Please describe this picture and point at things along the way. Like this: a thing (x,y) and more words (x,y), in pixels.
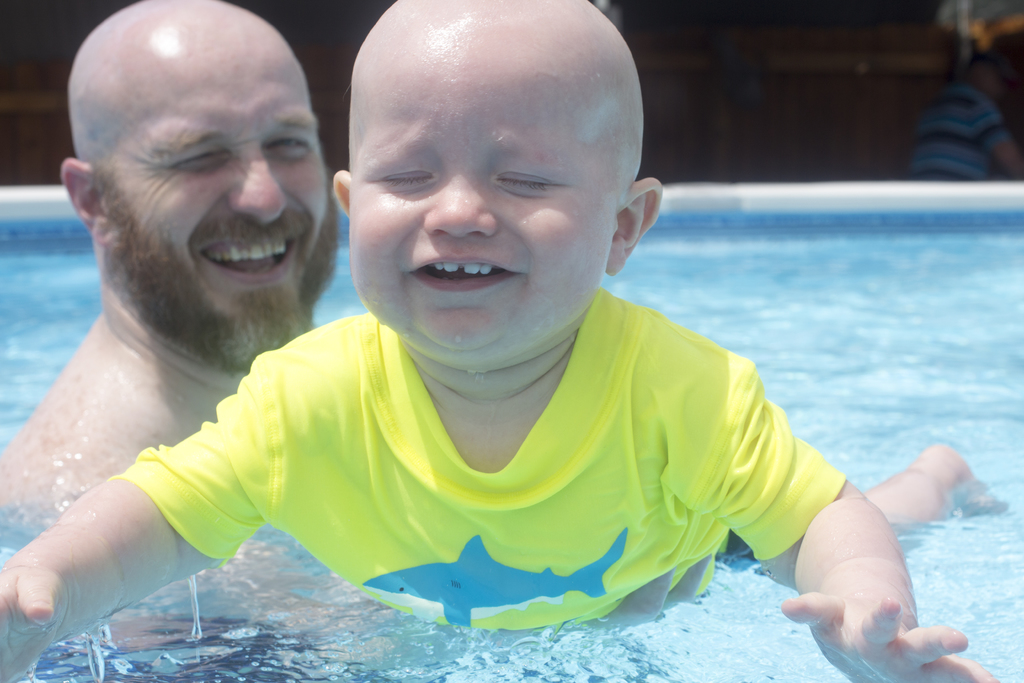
In this image in front (594,432) there are two persons (600,401) in the swimming pool (737,294). Behind the swimming pool (889,216) there is another person (961,90).
